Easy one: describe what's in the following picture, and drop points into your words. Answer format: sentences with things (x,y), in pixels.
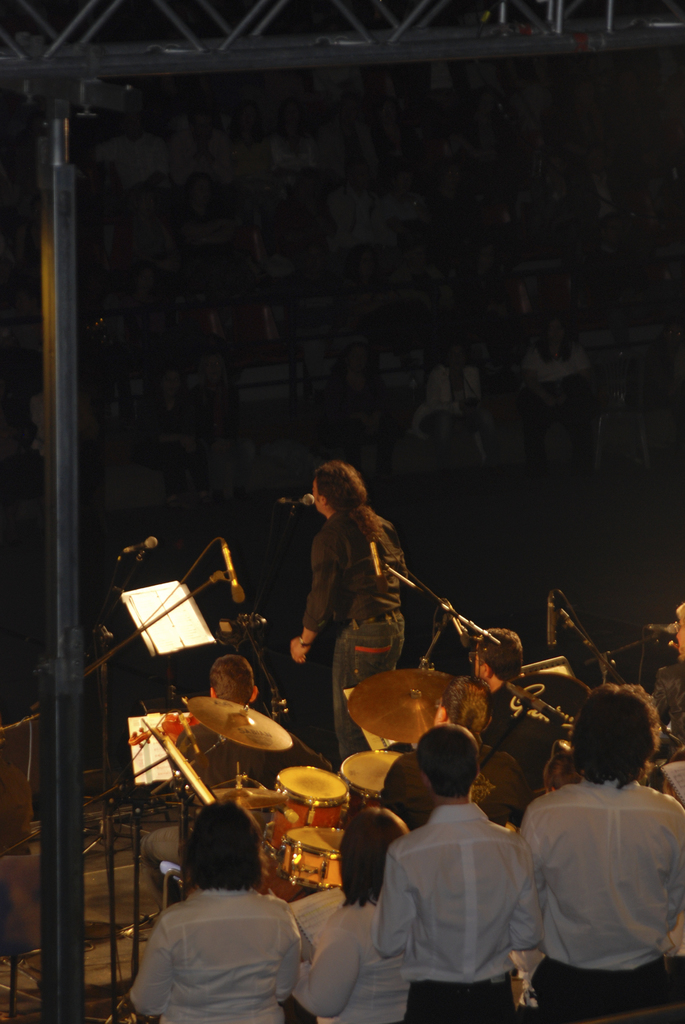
In this picture there is a man (357,569) who is standing and singing. There is a mic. There are two men (462,705) who are sitting on the chair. There are group of people (438,756) who are standing.
